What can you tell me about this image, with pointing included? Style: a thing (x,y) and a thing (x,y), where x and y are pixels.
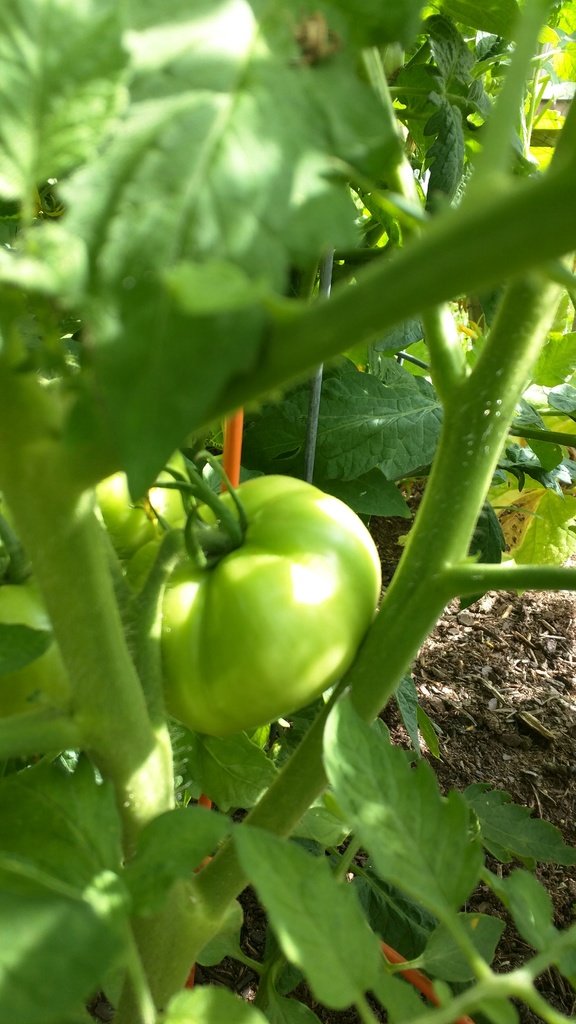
In this image we can see a green color tomato (240,613), stems (100,563) and leaves (330,876).
